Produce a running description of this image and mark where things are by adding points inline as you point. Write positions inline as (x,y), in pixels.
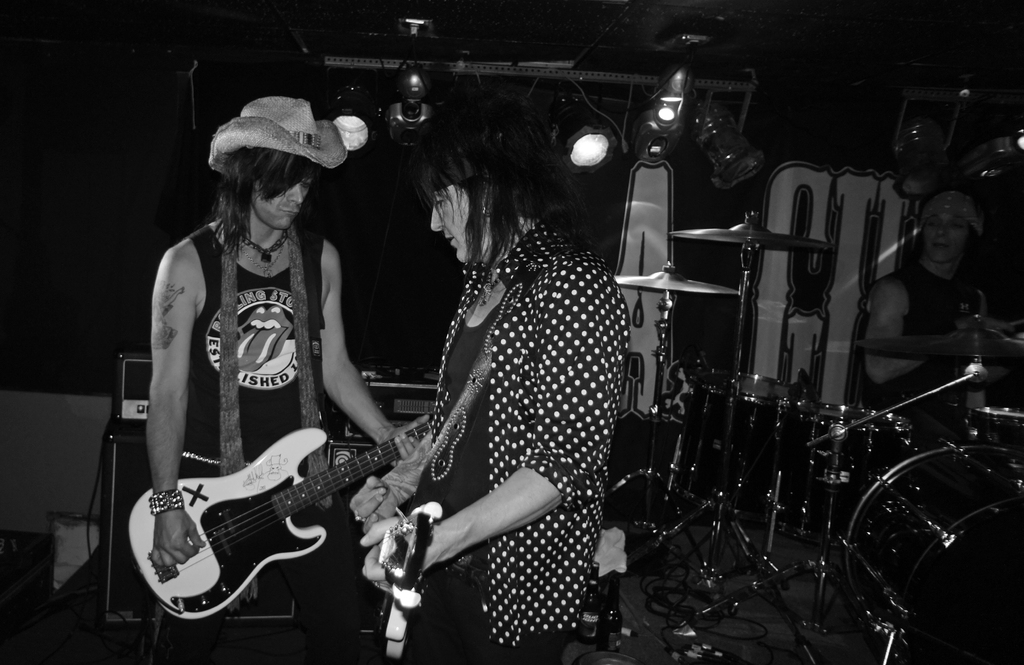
A black and white picture. These are musical instruments (809,502). This 2 persons (518,443) are holding a guitar (264,500). This person (301,381) wore hat (310,138). On top (410,127) there are focusing lights (409,110).
